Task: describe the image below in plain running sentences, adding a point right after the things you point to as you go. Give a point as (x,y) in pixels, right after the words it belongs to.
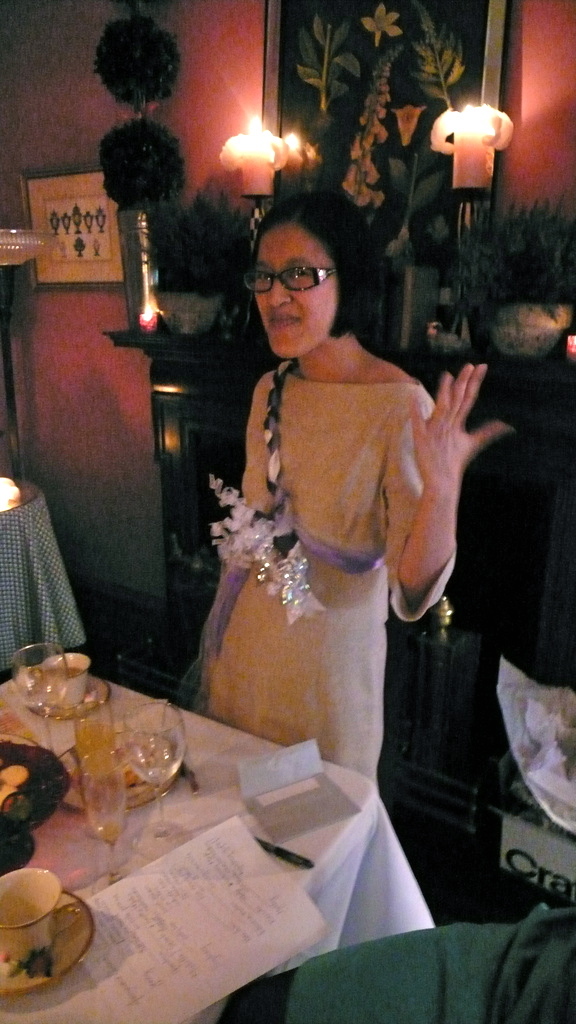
She is standing. There is a table (63,1018). There is a glass (150,833), bowl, paper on a table (146,827). We can see the background (135,18) is flower pots (242,257) and photo frame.
